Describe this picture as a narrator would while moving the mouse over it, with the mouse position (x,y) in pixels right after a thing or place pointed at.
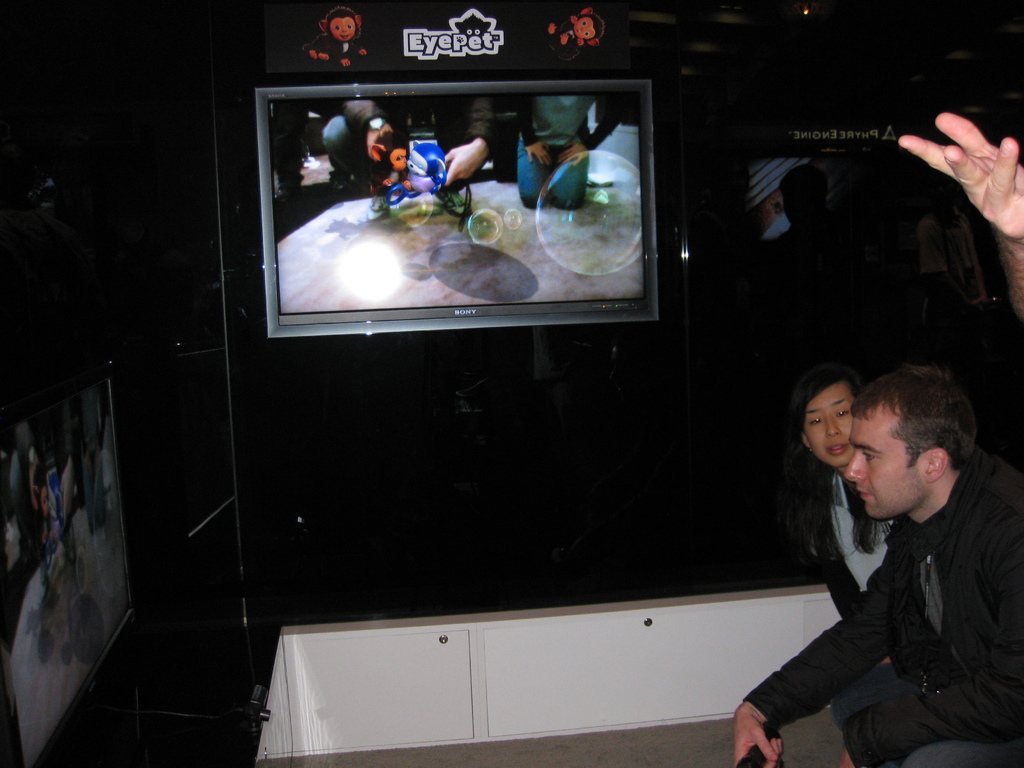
In this picture I can see a man (906,510) and a woman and I can see a human hand (972,178) on the right side (996,152). I can see couple of televisions (328,310) and couple of boards (437,62) with some text (467,45) and I can see a person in the back (831,220) and I can see dark background (56,73).
